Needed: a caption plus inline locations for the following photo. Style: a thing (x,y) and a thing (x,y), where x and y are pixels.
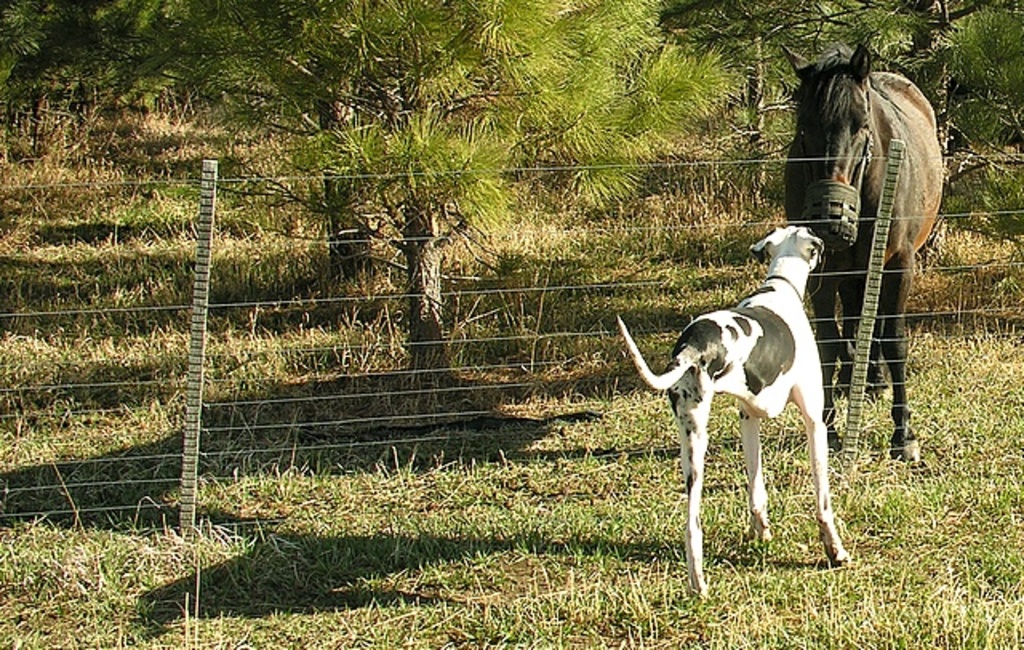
In this picture we can see animals (697,508) on the ground (457,403) and in the background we can see trees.
